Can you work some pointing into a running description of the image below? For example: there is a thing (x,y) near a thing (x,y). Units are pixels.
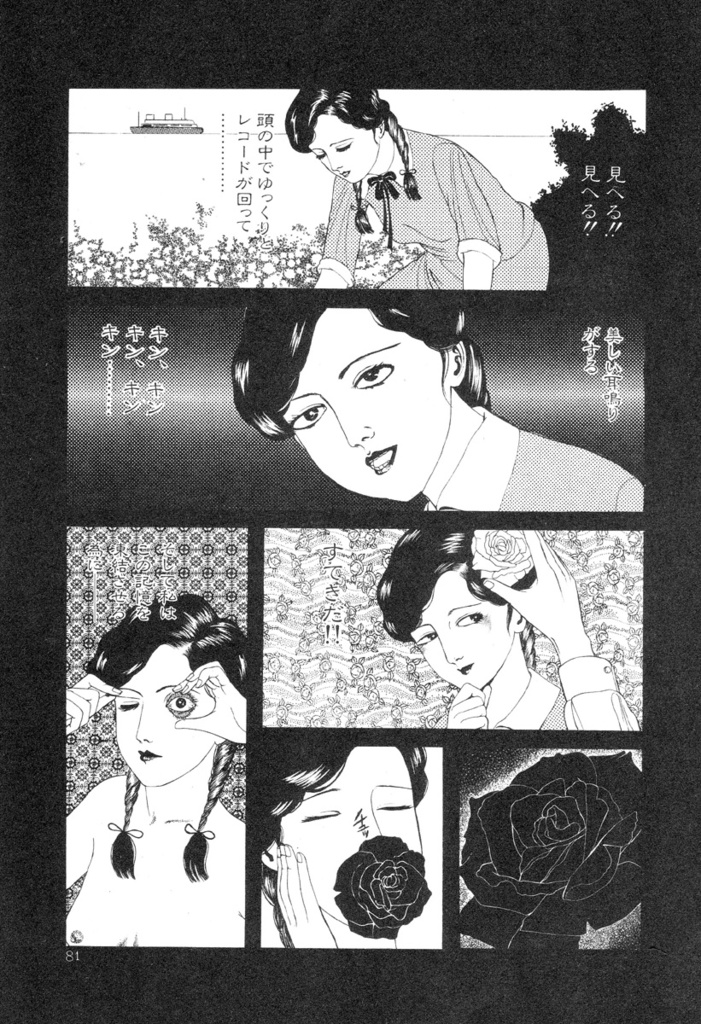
In this picture we can see a poster (303,338), on which we can see some persons (407,476) and flowers (567,899).
